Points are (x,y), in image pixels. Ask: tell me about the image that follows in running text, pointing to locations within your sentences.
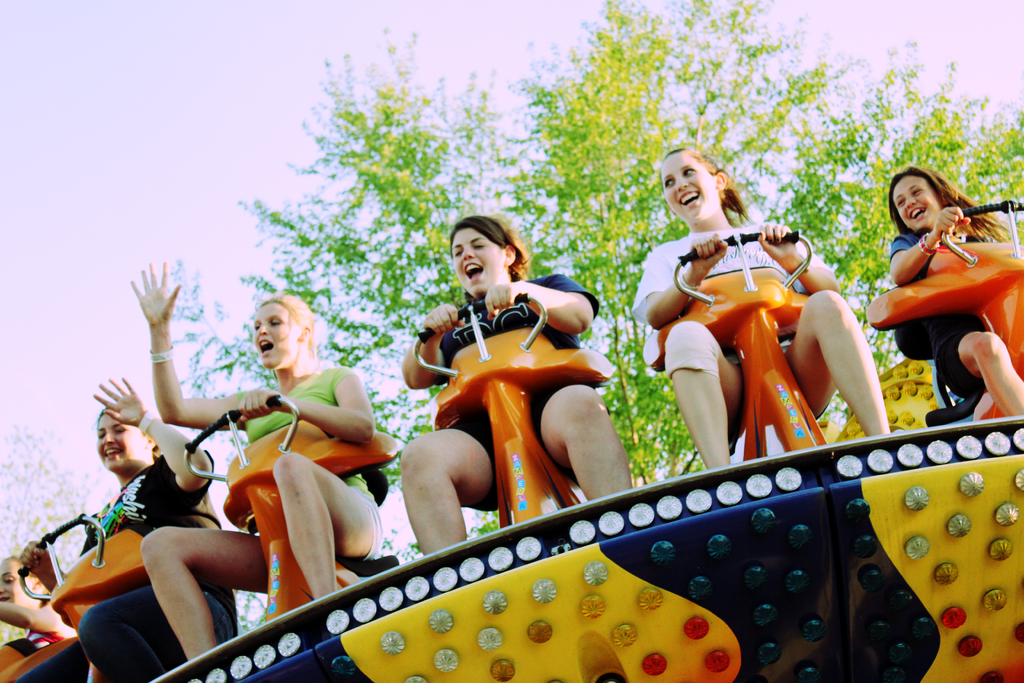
In this image I can see few women (471,481) are sitting on a vehicle (796,543) and enjoying. On the top of the image (240,139) I can see a tree (389,149) and the sky (226,43).
